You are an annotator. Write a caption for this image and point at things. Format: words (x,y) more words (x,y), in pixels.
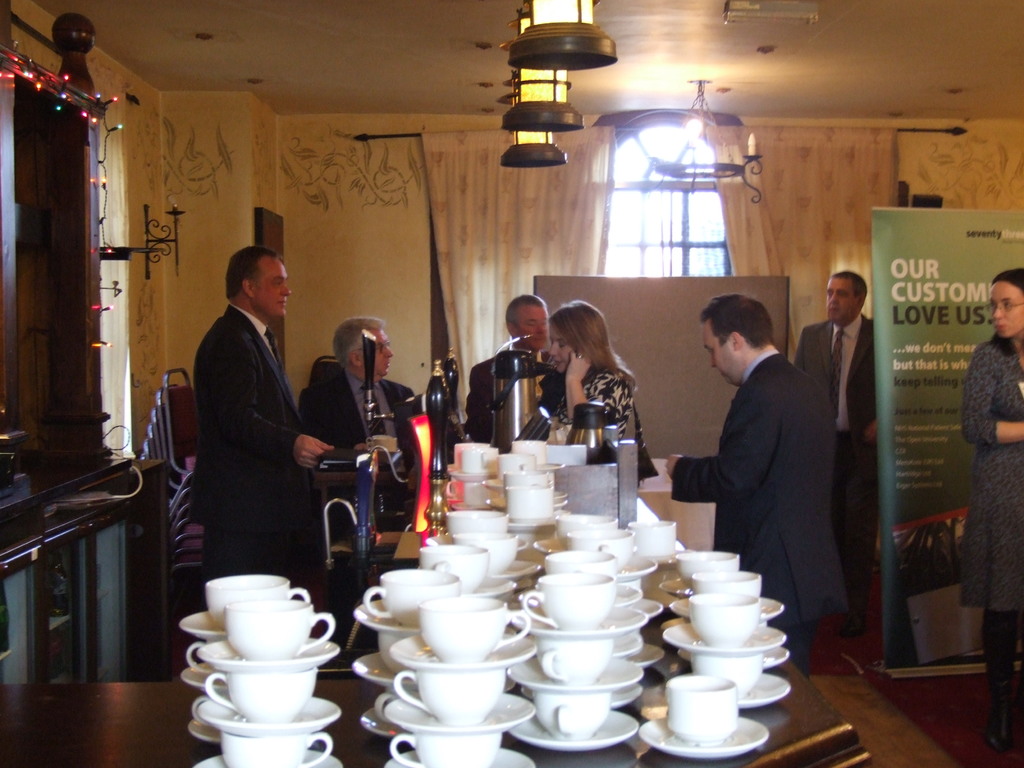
There are group of people (824,346) standing. At the right corner of the image (935,469) I can see a banner (915,458) with the green color and some letters (940,350). This is a table (102,737) with cups (460,556) and saucers (625,566) placed on it. This looks like a flask (520,394). At background (520,240) I can see a curtain (521,235). These are the lamps (560,69) which are hanging through the rooftop (644,53). Here I can see chairs (176,466) placed on one by one.
